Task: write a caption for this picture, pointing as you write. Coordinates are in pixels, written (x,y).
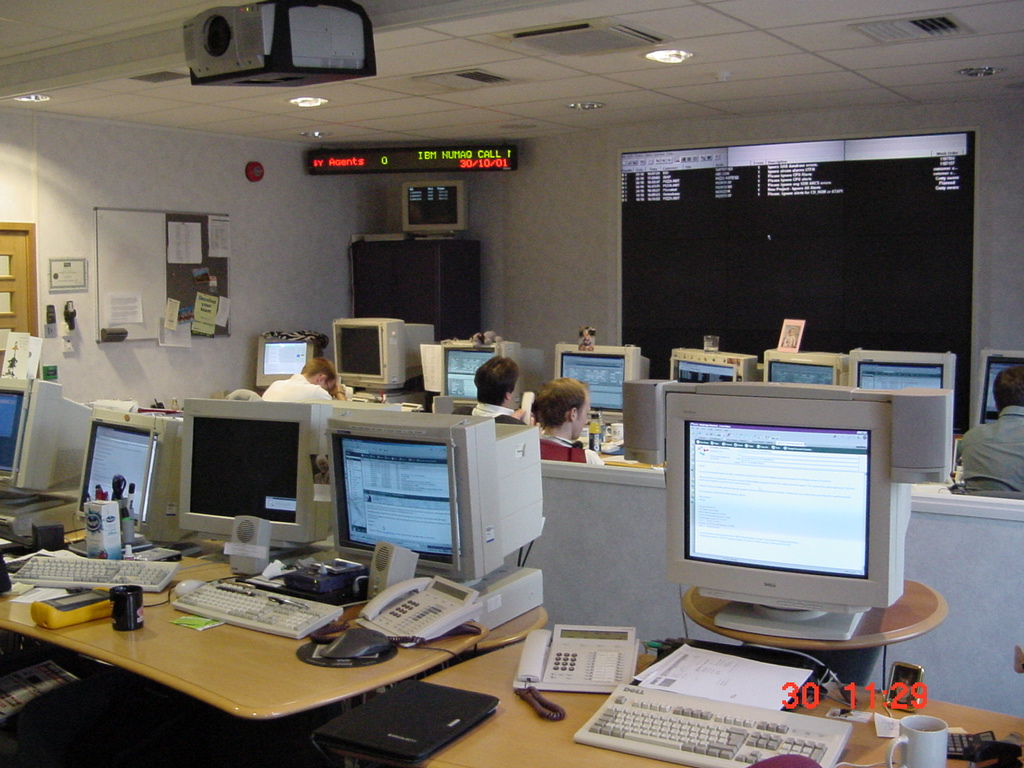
In this image I can see lot of screens (93,419) and there are 4 people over here and I can also see there are many tables (707,608) and few things (950,446) on it. In the background (618,316) I can see the wall (212,356), few lights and few papers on the notice board (148,325).
